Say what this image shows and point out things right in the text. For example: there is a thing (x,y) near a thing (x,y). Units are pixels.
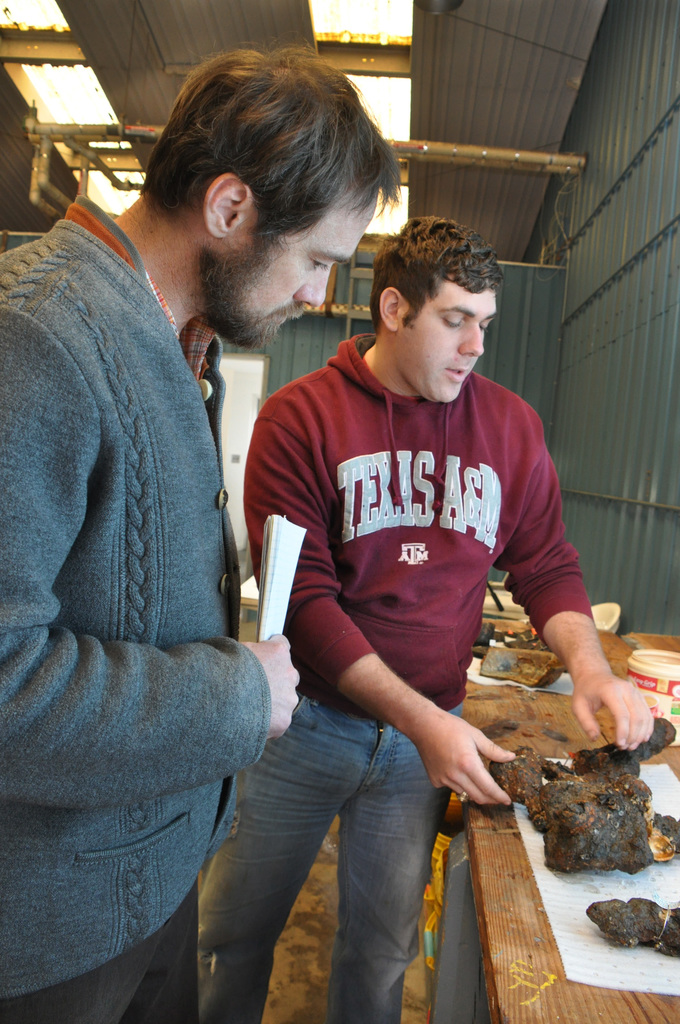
In this image we can see two persons (419,652) standing, among them one person (251,667) is holding the papers (258,624) and the other one (385,666) is holding some objects (547,782), we can see some objects (513,629) on the table (524,641), at the top of the roof (88,104) we can see some metal rods (66,133) and roof sheets (478,142), also we can see the wall (585,420).
